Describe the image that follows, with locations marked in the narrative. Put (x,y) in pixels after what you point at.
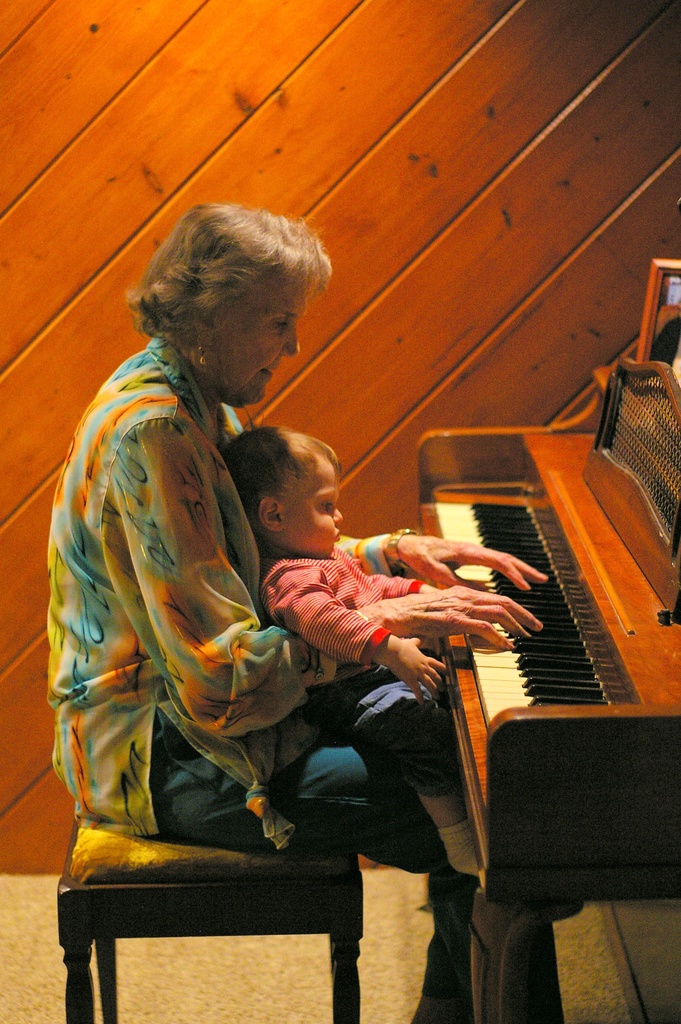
A lady (125,576) wearing a patterned shirt (188,658) is playing a piano (519,596). She is wearing a watch (397,540). On her lap (344,719), there is a baby (357,625) sitting. In the background (319,134), there is a wooden wall (405,244). And she is sitting on a stool (135,907).
